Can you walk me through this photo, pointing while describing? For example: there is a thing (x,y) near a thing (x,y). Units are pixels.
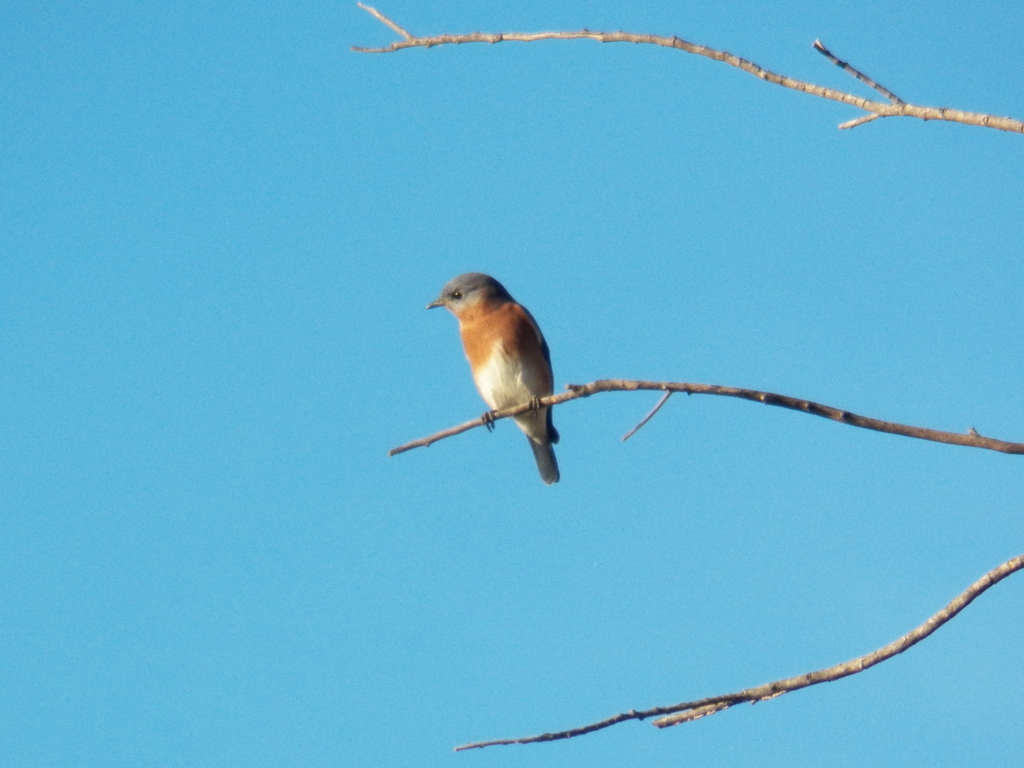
In this image we can see there is a bird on the branch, the sky (439,348) is in blue color.
